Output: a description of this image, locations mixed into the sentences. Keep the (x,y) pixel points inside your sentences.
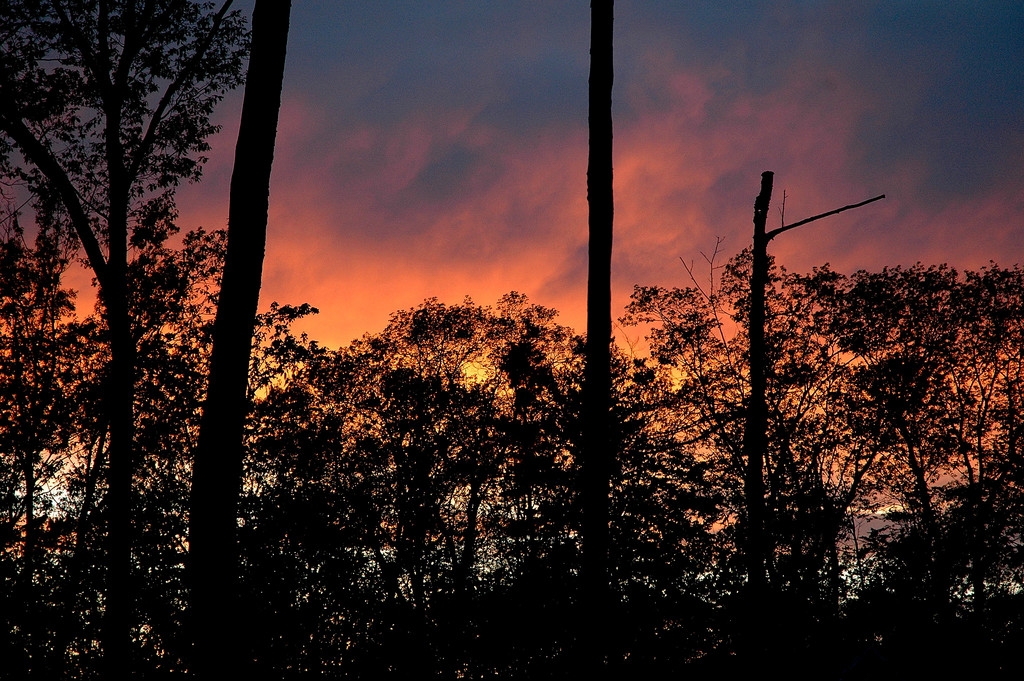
In this picture we can see so many trees (341,460) and we can see sunset (347,276).
